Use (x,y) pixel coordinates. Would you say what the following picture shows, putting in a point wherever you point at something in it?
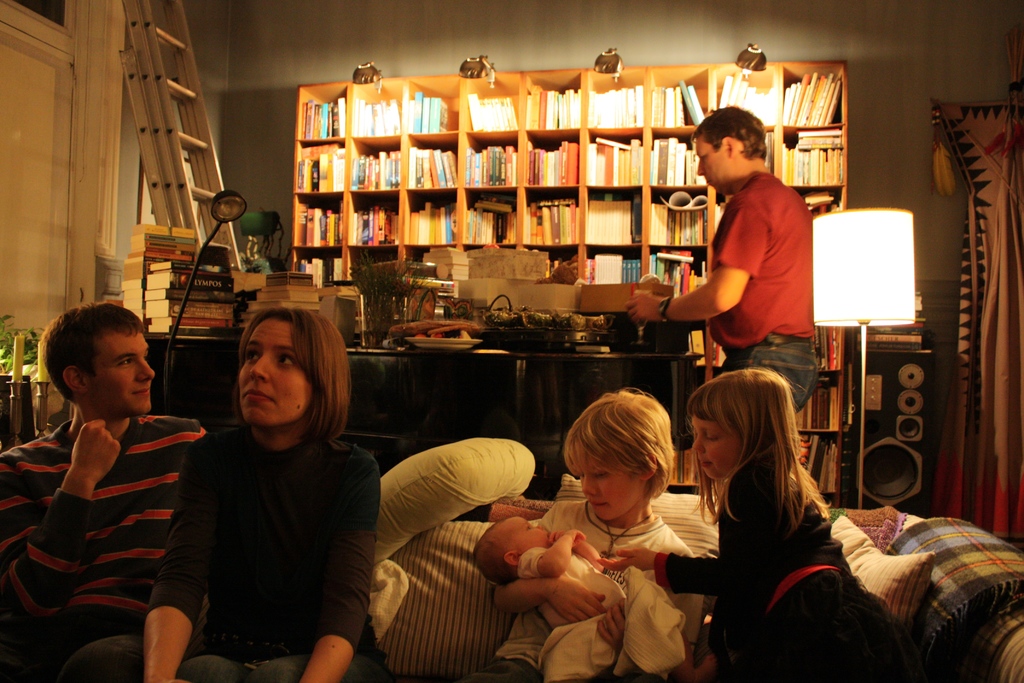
There are few persons (304,569) sitting on a sofa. Here we can see pillows (919,600), lamp (892,219), rack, books (437,161), ladder (210,250), and objects (354,355). There is a man (757,330) standing on the floor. In the background (934,93) we can see wall (279,46) and a curtain (979,280).
